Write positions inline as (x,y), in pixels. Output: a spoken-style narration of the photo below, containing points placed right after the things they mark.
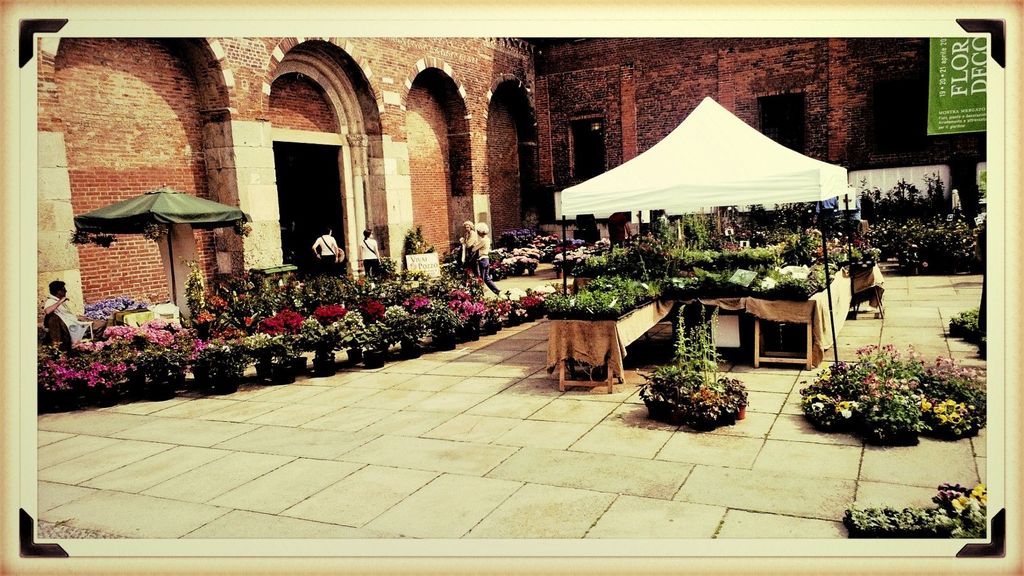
In this image I can see few tables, few sheds (763,197), few people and number of plants (409,328) in pots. I can also see different types of flowers (362,313) and on the top right side of this image (955,75) I can see a green colour board (950,76) and on it I can see something is written.
